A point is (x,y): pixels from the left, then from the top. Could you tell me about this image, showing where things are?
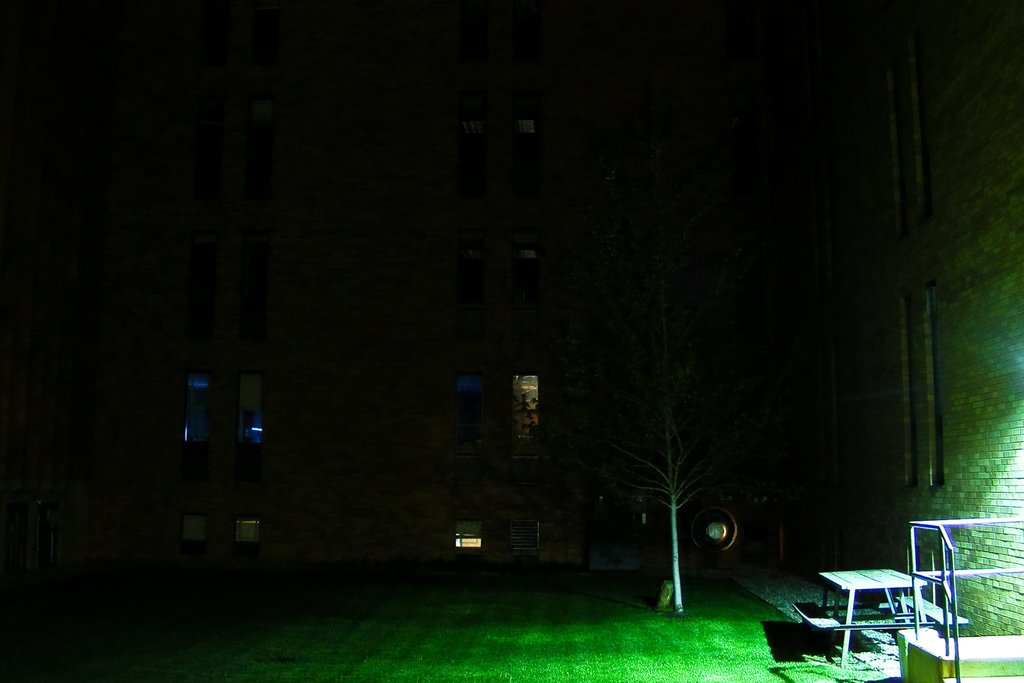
In this picture we can see a bench (887,630), fence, tree (639,436), windows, grass (455,661), wall (949,218) and some objects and in the background (381,168) it is dark.
